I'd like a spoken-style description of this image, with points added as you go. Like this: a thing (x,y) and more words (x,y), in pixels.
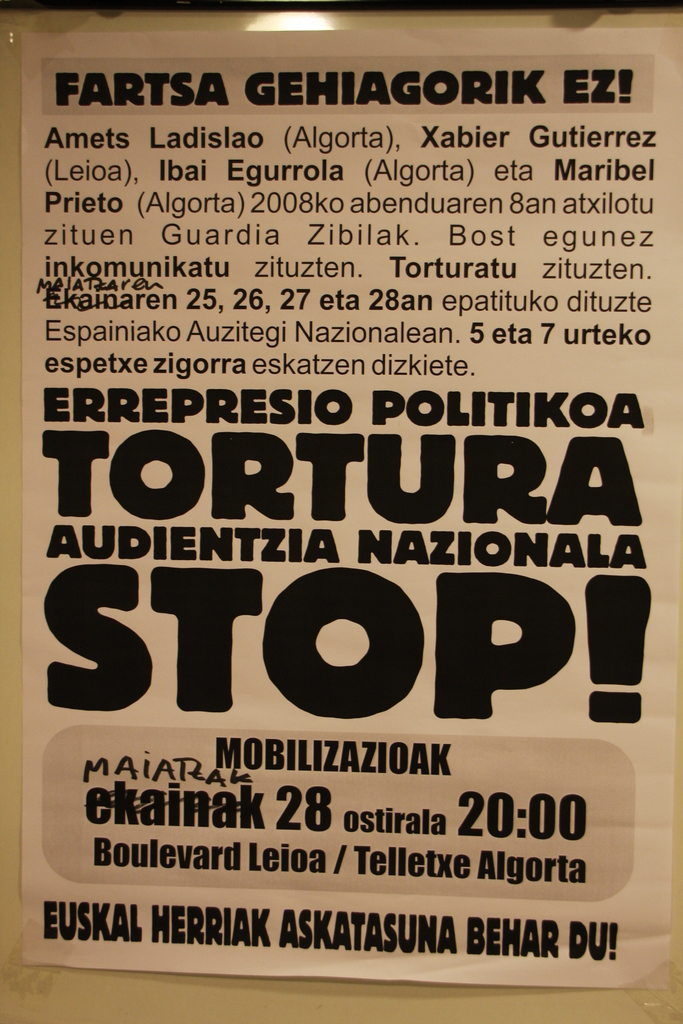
In the picture we can see a poster (531,962) on it we can see some information (514,948) in the language Basque.
